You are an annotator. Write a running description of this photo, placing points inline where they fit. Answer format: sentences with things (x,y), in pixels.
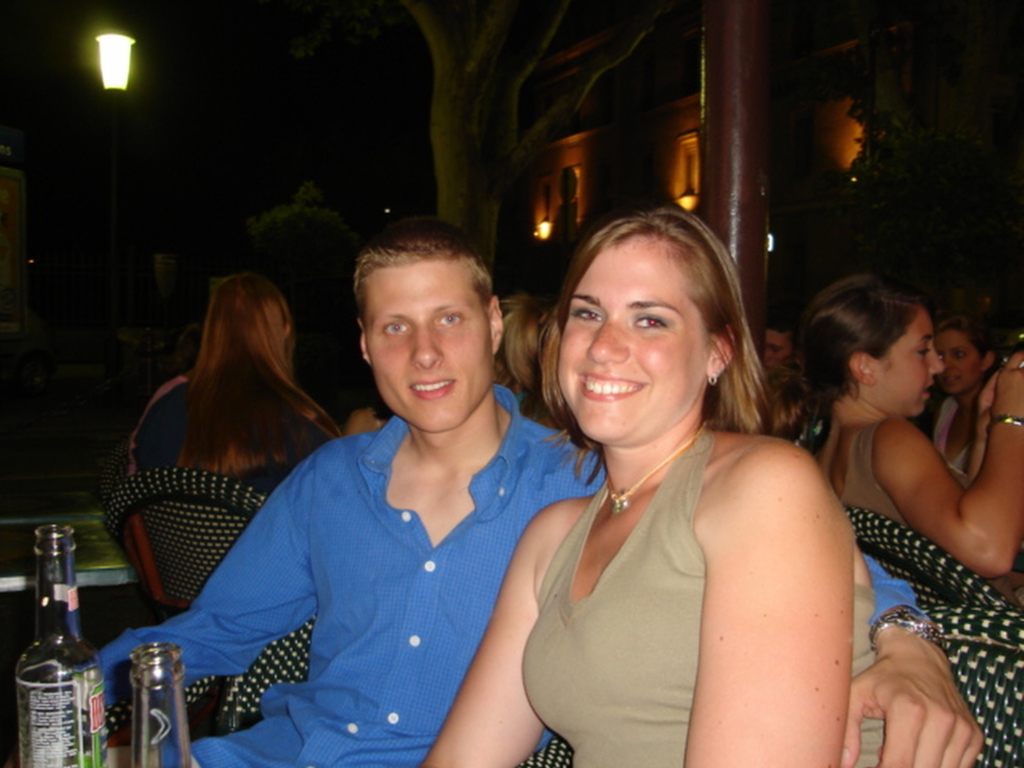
There is a man (407,574) and woman (640,552) sitting on the chair (196,704) and smiling, in front of them there are 2 bottles (161,690). Behind them there are few people (238,339) sitting on the chair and a tree (481,103), a building (671,145) and a light (117,75).
